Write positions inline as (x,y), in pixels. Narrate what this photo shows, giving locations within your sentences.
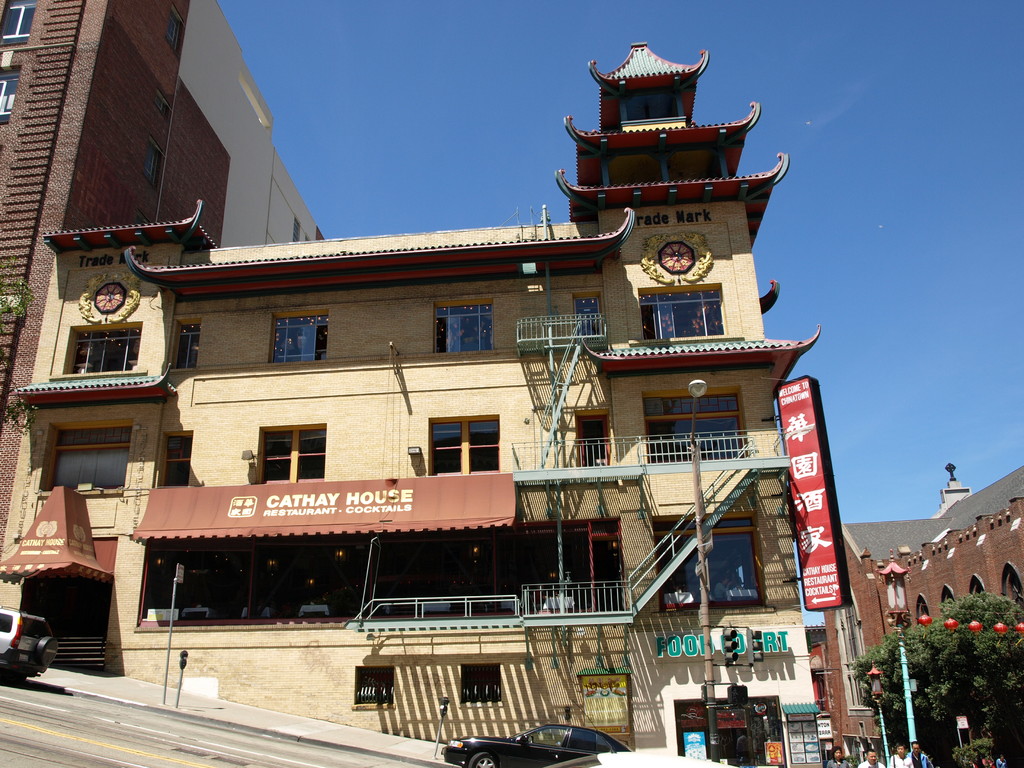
On the left side (19,618), there is a vehicle (16,631) on the road (16,691). On the right side (706,767), there is a vehicle (563,762) and there are persons (877,763). In the background (807,724), there are buildings (791,549), trees (972,644), hoardings (810,405) and there is a blue sky (728,75).
